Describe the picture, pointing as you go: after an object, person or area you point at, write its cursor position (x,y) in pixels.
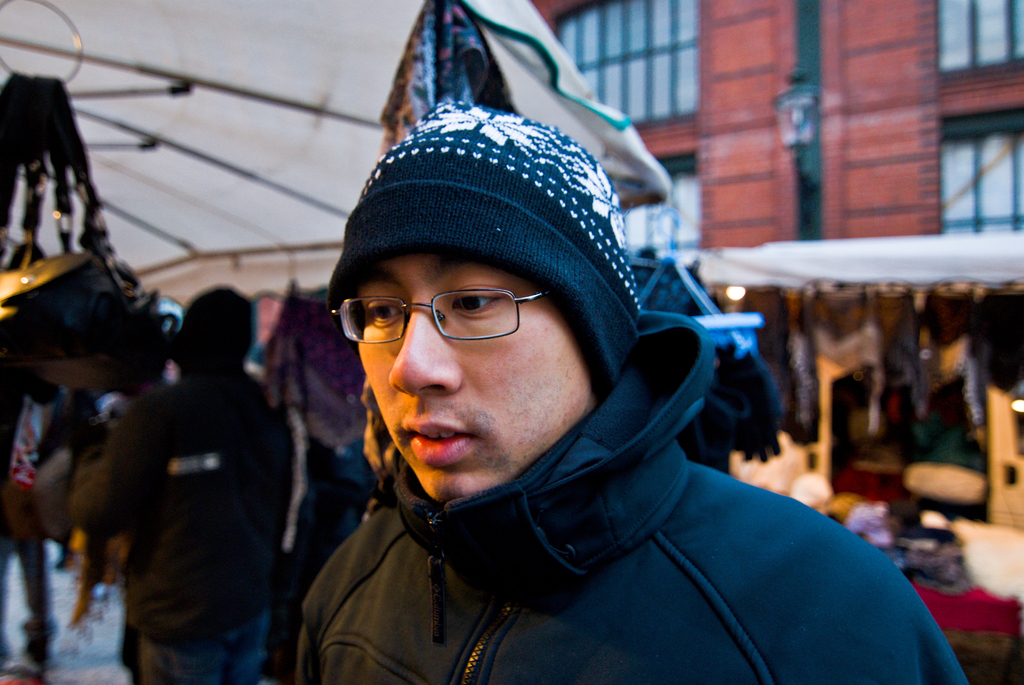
In this image we can see a person (536,449). In the background of the image (764,150) there is a building (786,189), stalls (281,371), people (110,428) and other objects (731,451).
